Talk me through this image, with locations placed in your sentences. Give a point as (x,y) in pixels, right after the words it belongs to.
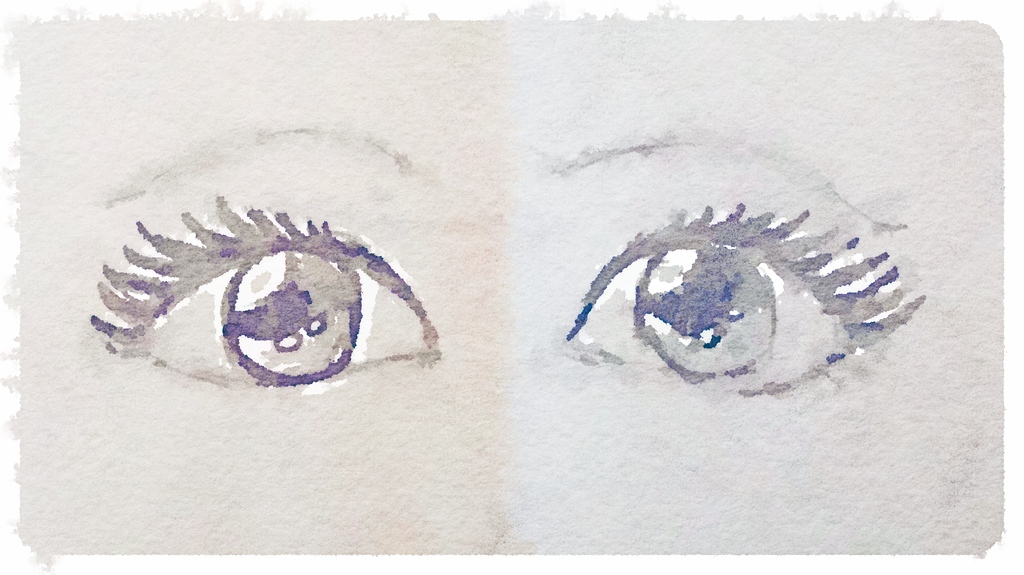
In this picture we can see painting (370,173) of human eyes (368,263). In the background of the image (908,44) it is white.
